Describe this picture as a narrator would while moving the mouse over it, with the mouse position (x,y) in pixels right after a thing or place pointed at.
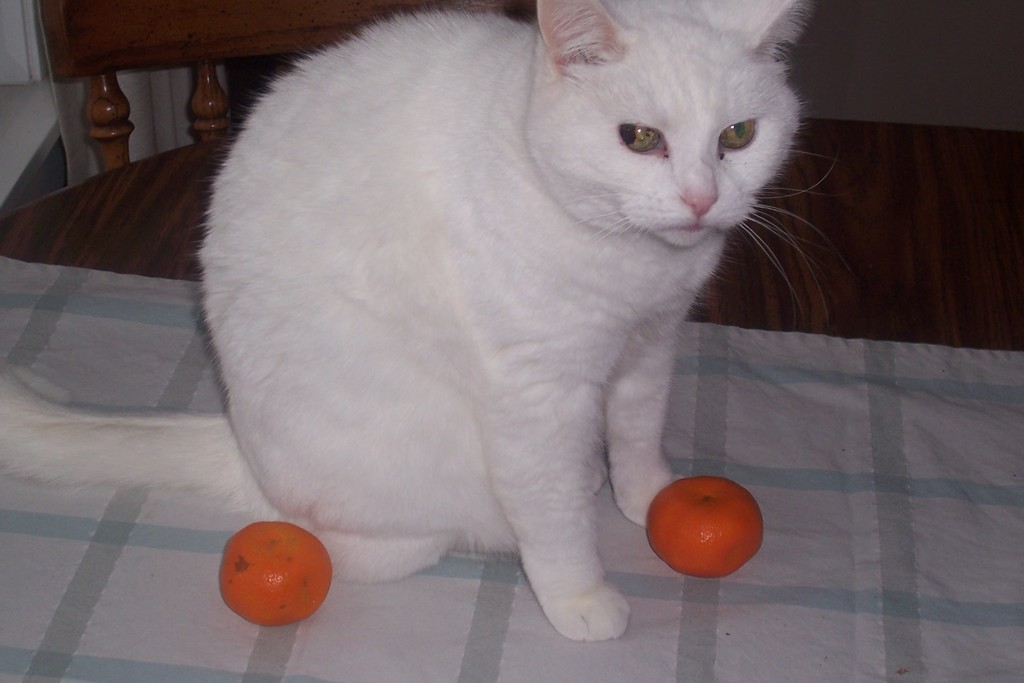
In this image I can see the white color cat (527,236) on the cloth (804,464). To the side I can see two orange color fruits (298,611). These are on the brown color surface (727,292). In the background (220,123) I can see the chair (96,111) and the wall (839,28).
